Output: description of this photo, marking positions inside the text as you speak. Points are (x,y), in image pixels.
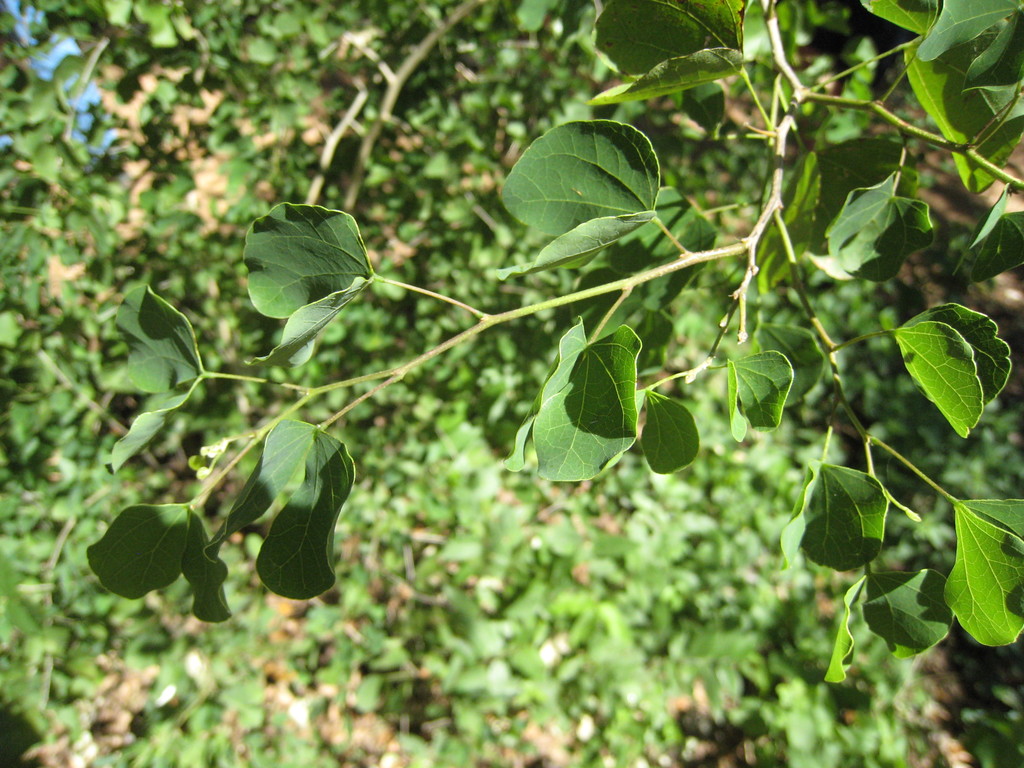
This image is taken outdoors. In this image there are many trees (177,541) and plants (573,372) with green leaves (440,369), stems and branches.
